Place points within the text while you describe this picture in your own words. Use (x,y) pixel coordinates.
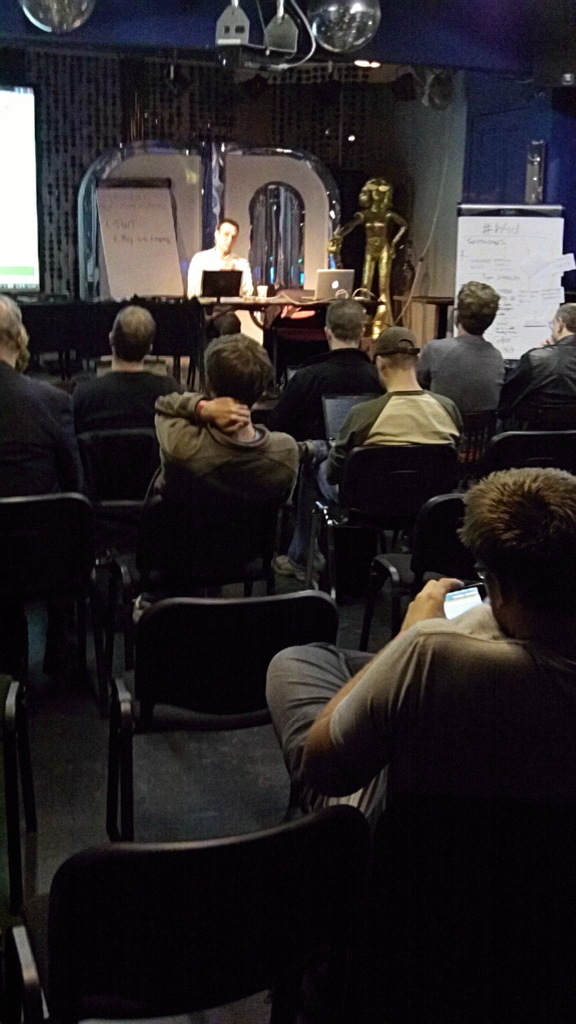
In this picture we can see person (223,229) in front of the table (254,303) and on table (326,301) we can see laptop (212,289), glass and in front of them people (350,737) sitting on chair (422,560) and looking at the screens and in background (104,225) we can see wall (205,103), light (356,63), boards (104,187).
